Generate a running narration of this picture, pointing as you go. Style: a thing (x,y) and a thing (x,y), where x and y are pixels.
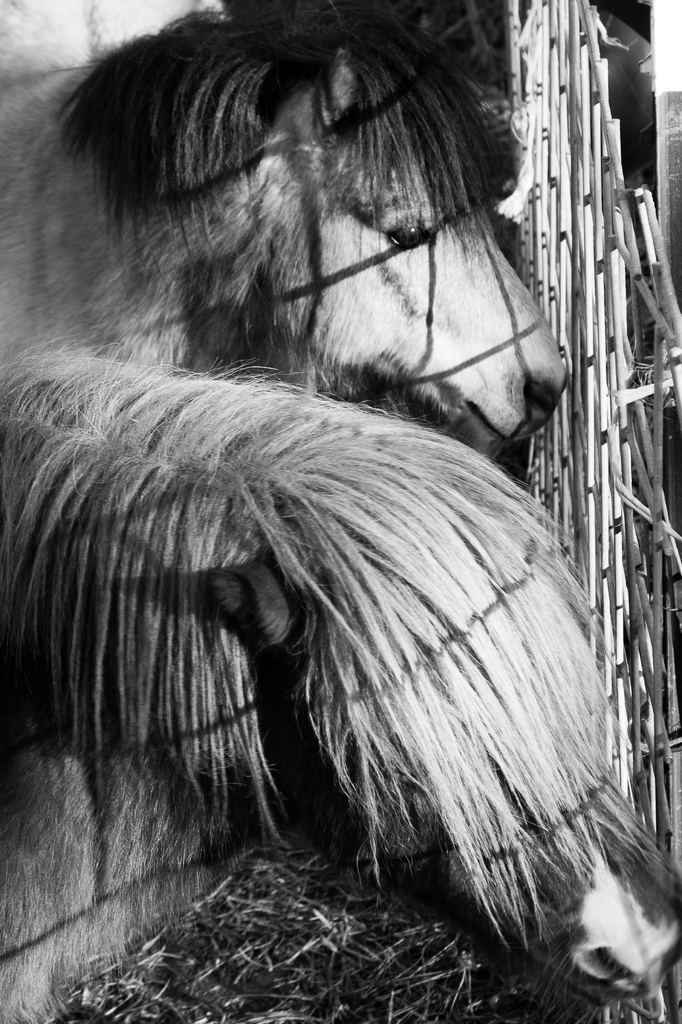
This picture consists of two ponies (295,514) in the center of the image (327,361) and there is a net (648,634) on the right side of the image (639,795).
